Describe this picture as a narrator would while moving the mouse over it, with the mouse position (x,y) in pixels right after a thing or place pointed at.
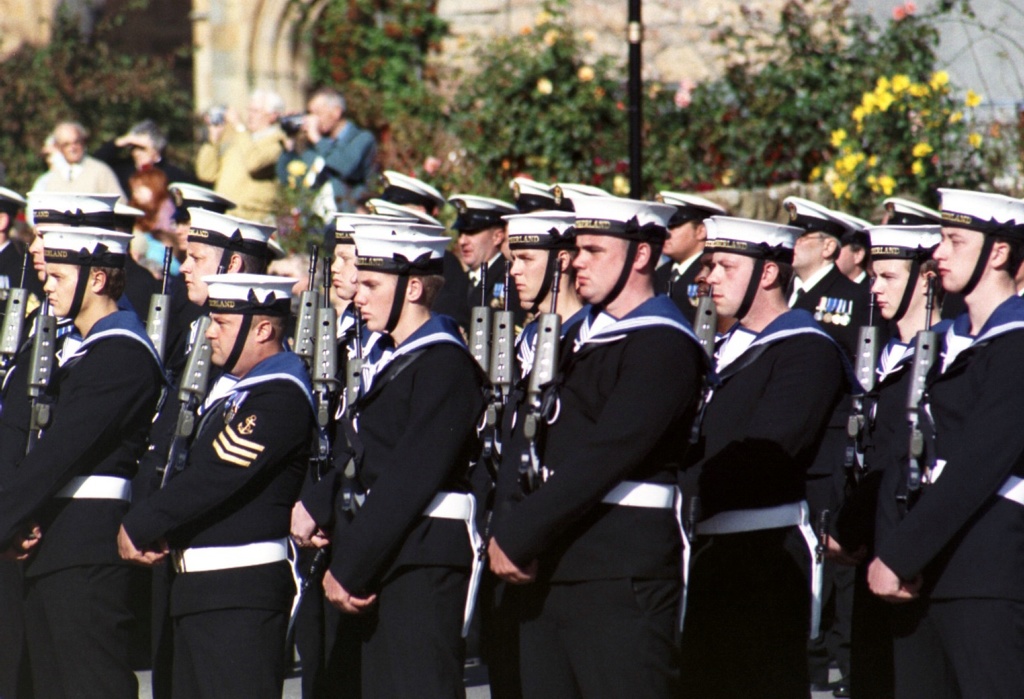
In this image I can see a group of people (439,459) are standing on the road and are holding guns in their hand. In the background (578,119) I can see flowering plants (611,179), trees (406,82), pole (634,21), buildings (614,24) and the sky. This image is taken may be during a day.
